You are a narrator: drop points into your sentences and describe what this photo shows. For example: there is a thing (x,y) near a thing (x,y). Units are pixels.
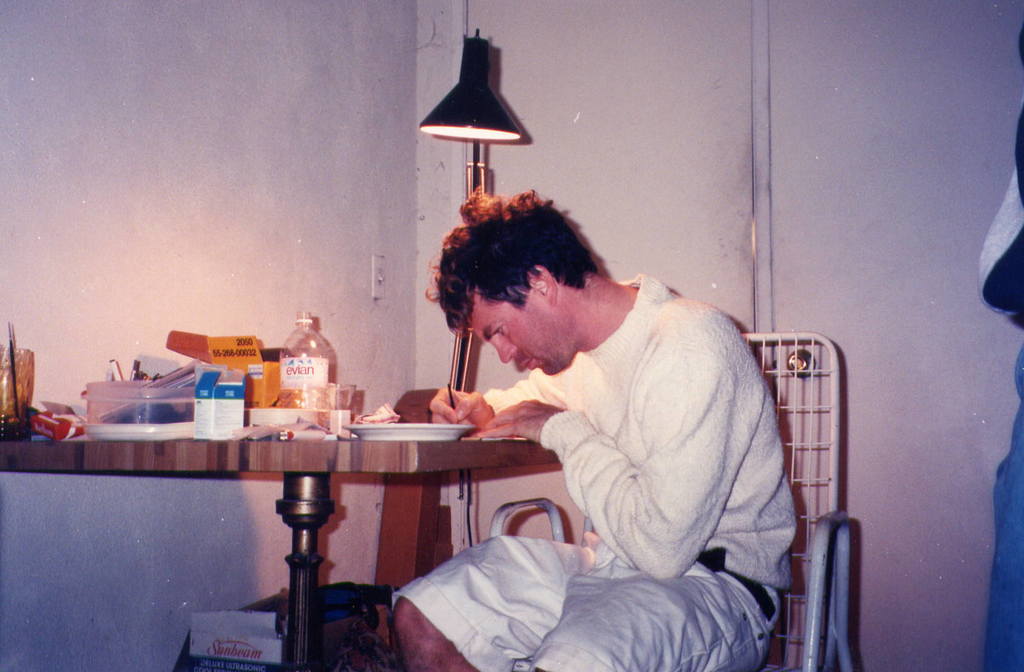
As we can see in the image there is a white color wall (836,119), lamp (481,111) and a man (704,436) sitting on chairs (816,644) and there is a table (301,459). On table (385,455) there is a plate (404,432), bottle (310,363), glass (348,409) and a box (227,395).
